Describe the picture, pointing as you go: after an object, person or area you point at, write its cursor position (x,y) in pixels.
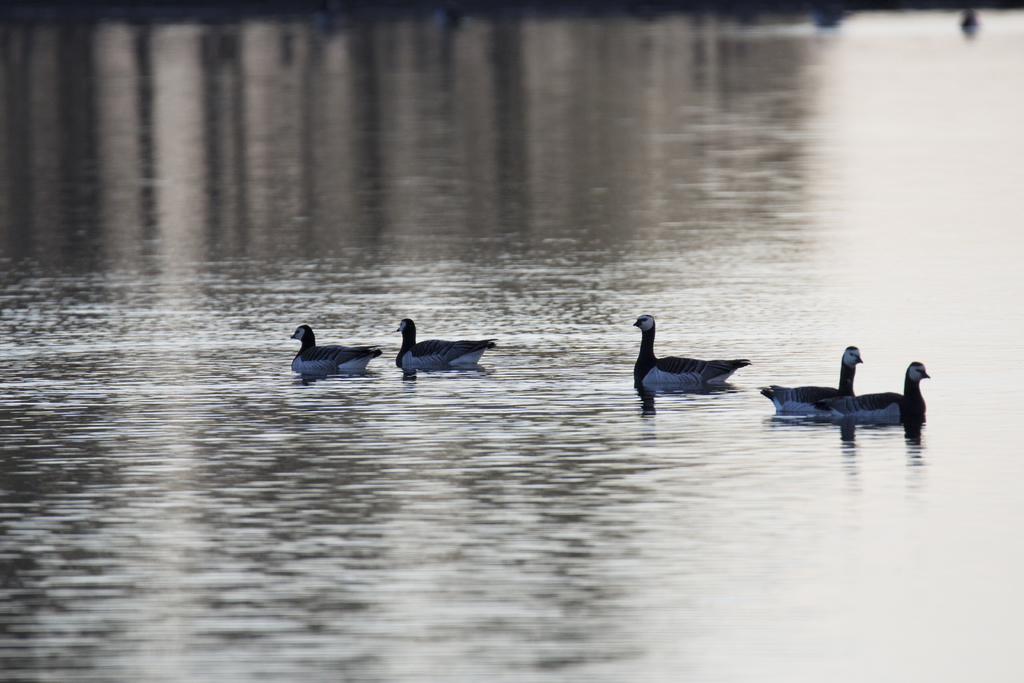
In this image I can see few birds (677,360) and water (468,499). They are in white and black color.
